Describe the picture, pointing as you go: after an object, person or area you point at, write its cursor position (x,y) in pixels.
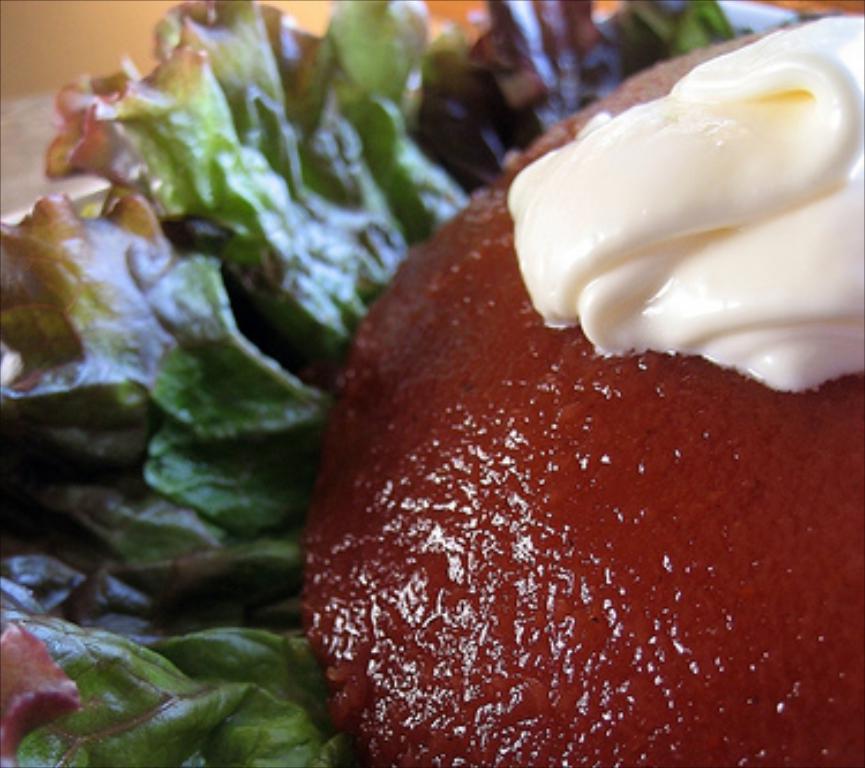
In this image there is a food item (355,275).
